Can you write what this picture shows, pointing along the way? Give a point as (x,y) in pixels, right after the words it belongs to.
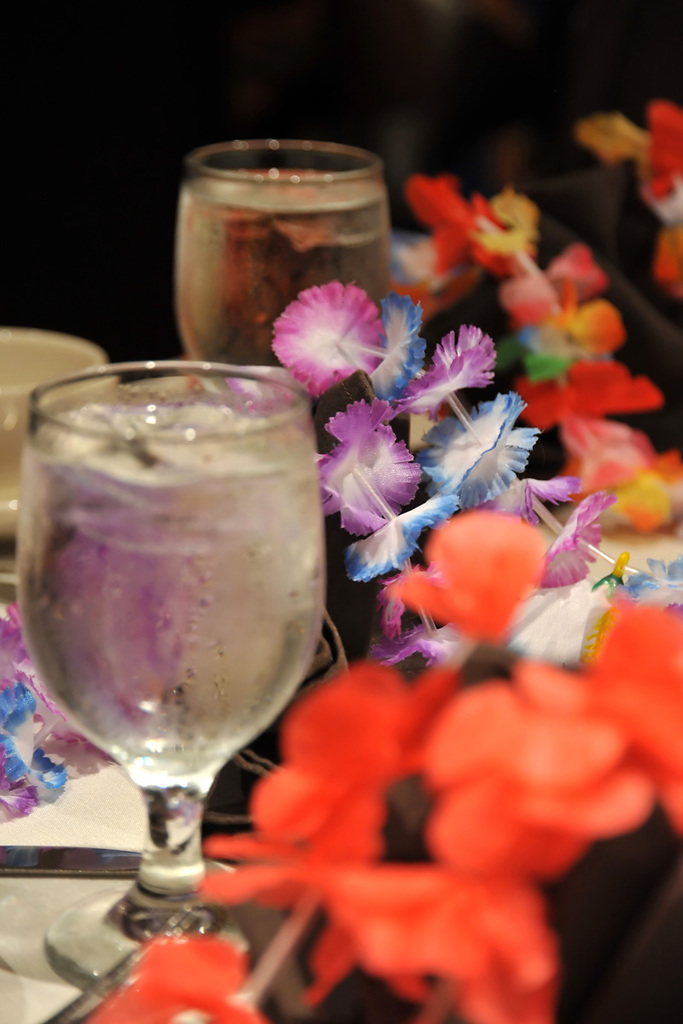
In this image there is a glass (215,524), cup (13,472) and few artificial flowers (511,817). Beside the glass (156,867) there is a knife (75,859) on plate (114,845). Glasses (159,657) are filled with drink (264,427). Background (577,31) is blurry.
